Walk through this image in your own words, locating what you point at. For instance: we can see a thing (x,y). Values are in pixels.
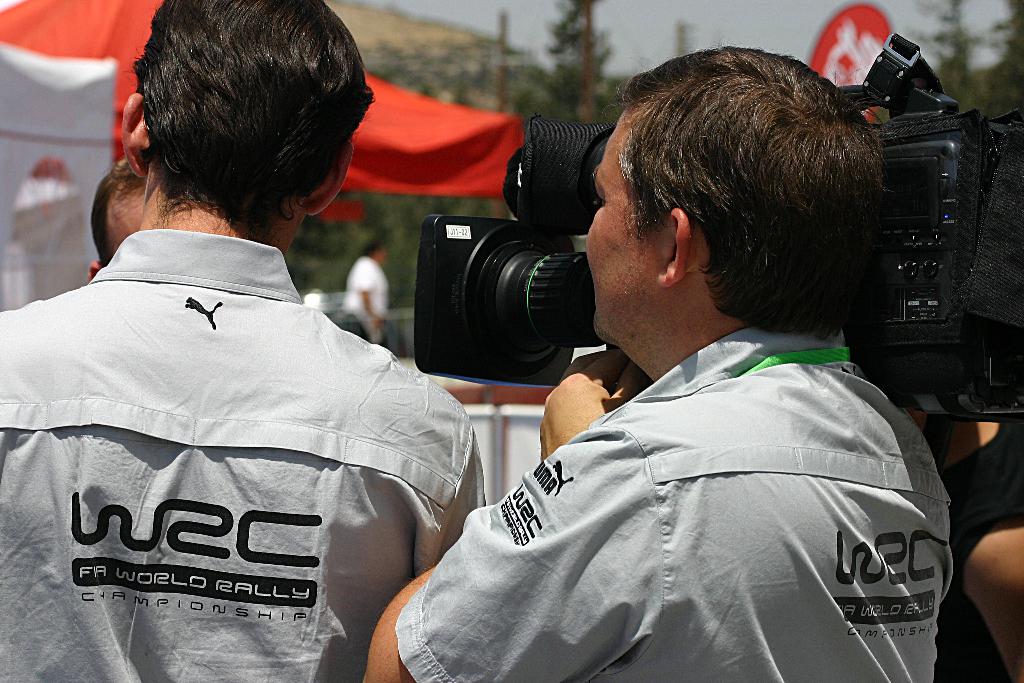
Front this two persons (180,381) are standing and wore white shirts (413,500). This man (706,513) is holding a camera (513,248). Far there are number of trees (516,83) and tent (404,143) in red color.
